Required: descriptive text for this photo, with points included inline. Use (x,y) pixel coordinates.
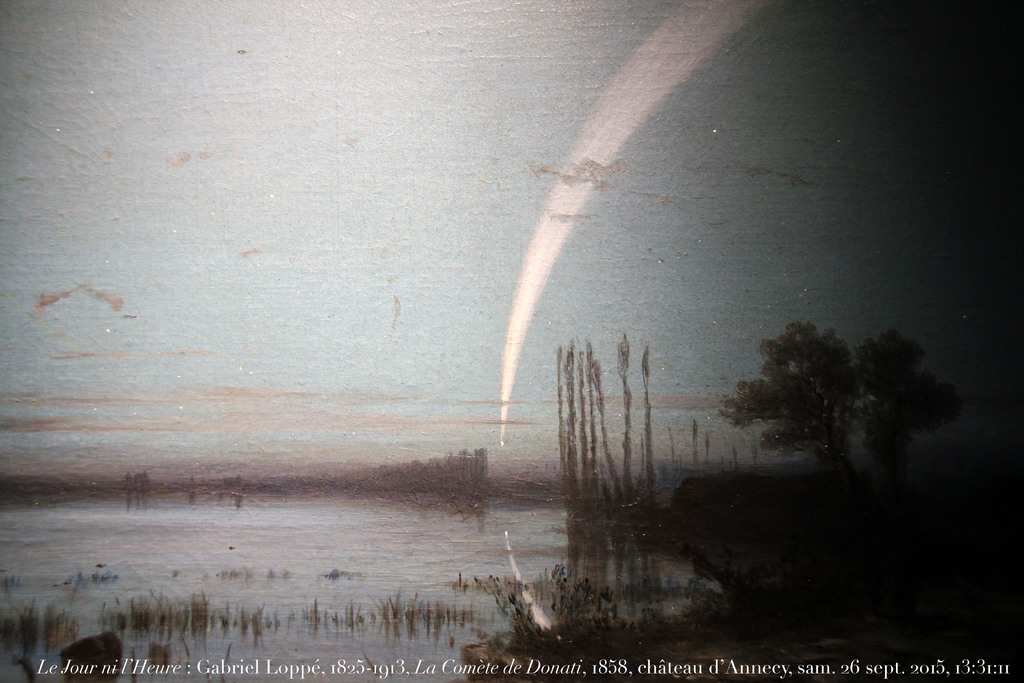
This image is a painting. In this image we can see trees (795,403), water (189,577), grass (125,608), plants (733,576) and sky (642,289). At the bottom (1001,667) there is text (327,674).
